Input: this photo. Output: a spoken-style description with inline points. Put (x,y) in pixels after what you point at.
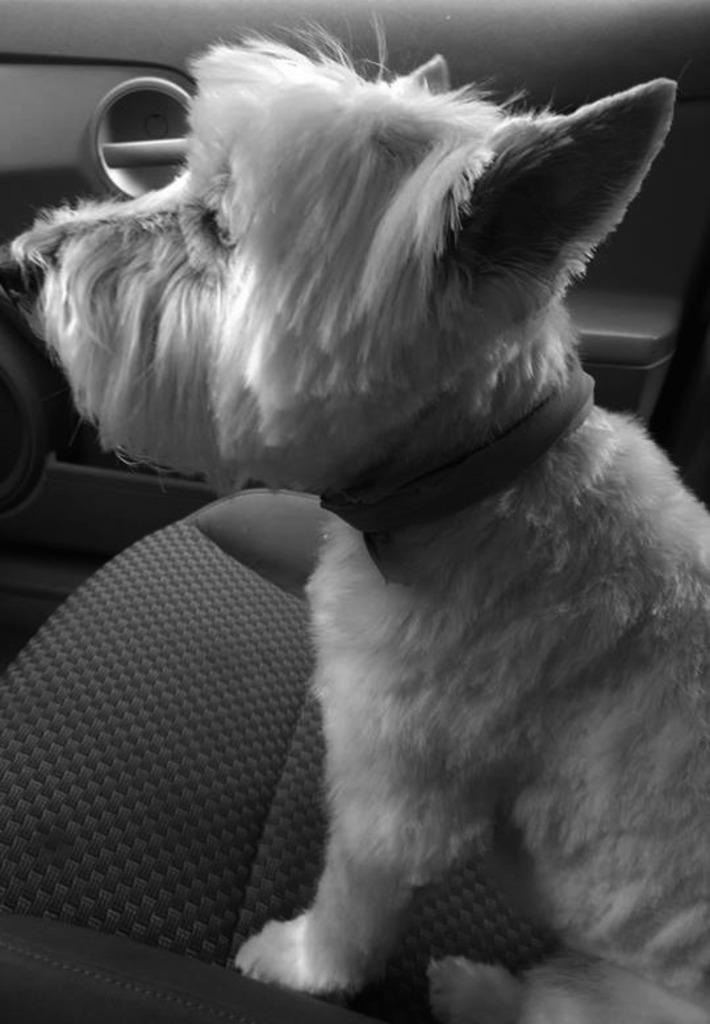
In this picture there is a dog (432,657) sitting in the car (56,795).
